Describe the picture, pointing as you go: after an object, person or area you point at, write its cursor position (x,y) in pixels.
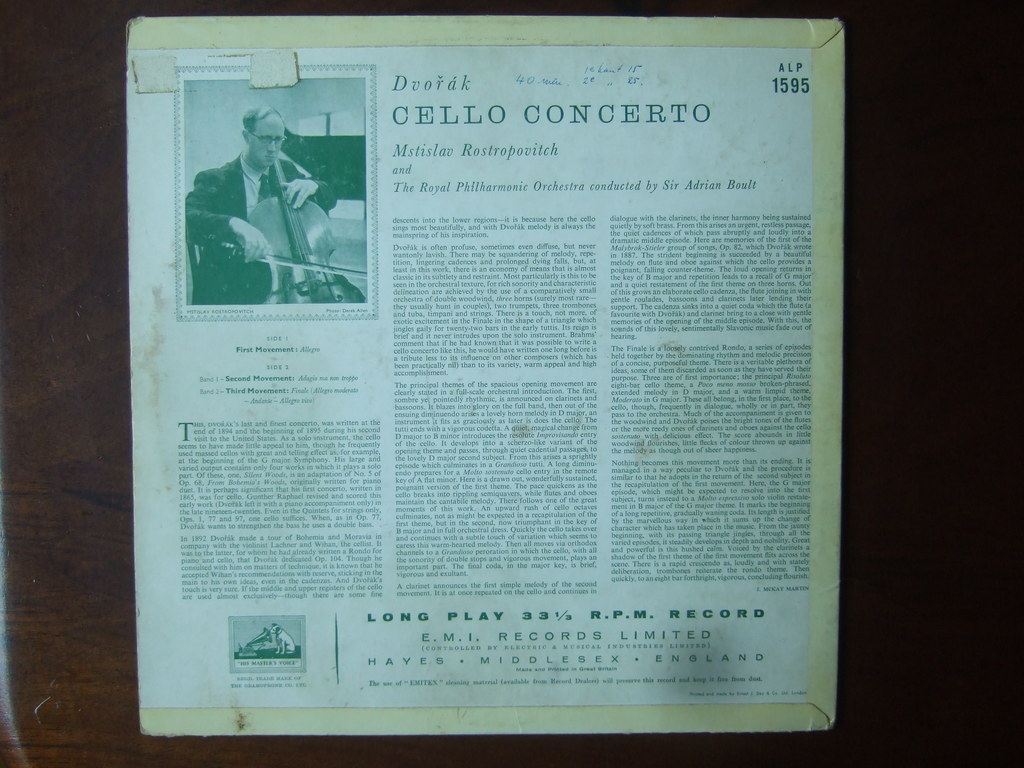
In this picture we can see an album cover (319,341) which is placed on a wooden surface (82,263) in which there is some text (418,466) and we can see picture (292,233) of a person (234,277).
